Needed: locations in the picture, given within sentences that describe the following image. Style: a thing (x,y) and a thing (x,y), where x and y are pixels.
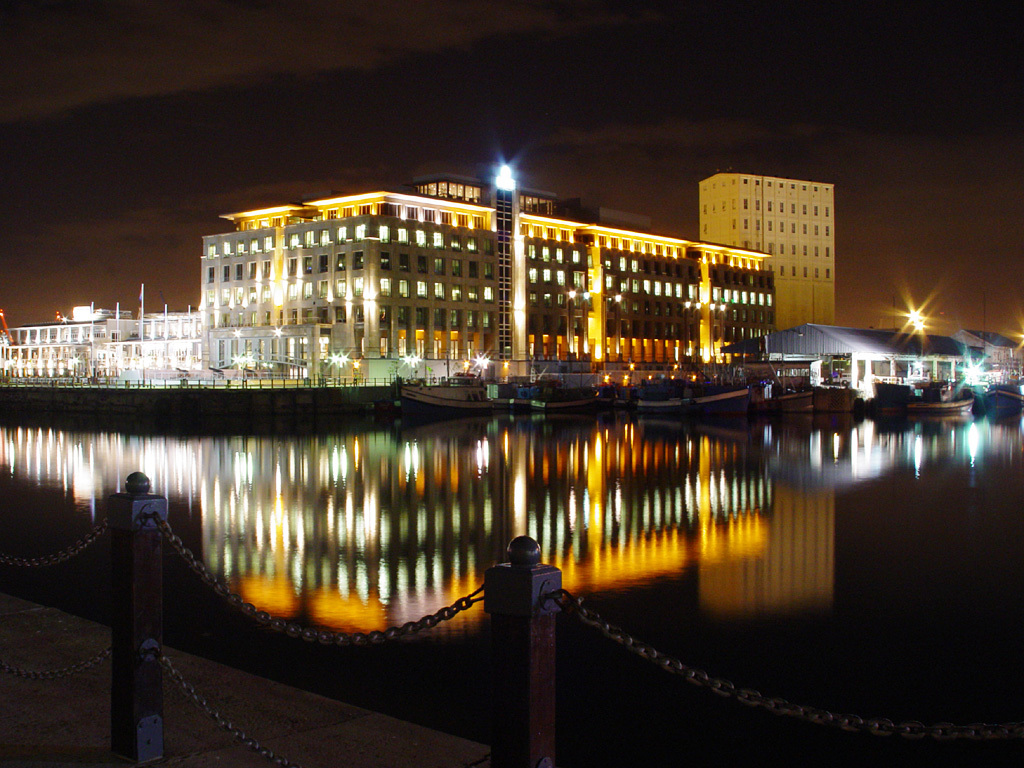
In the front of the image (257,518) there is water (587,534) and chain railing (549,603). In the background of the image (870,347) there are buildings (213,266), boats (1003,386), lights (966,376) and the dark sky (849,138). Boats (905,402) are floating on water (656,419).
